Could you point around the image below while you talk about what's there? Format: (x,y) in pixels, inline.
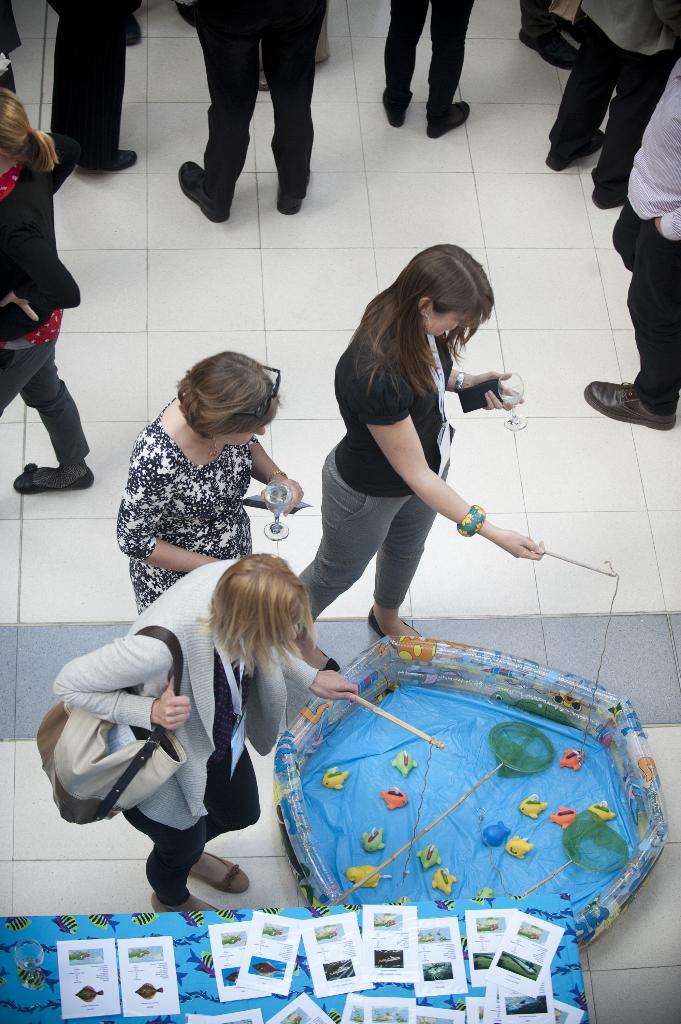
In this picture we can see a group of people (197,566) on the ground (155,237), some people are holding glasses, some people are holding sticks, here we can see posters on a platform (580,972) and we can see some objects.
